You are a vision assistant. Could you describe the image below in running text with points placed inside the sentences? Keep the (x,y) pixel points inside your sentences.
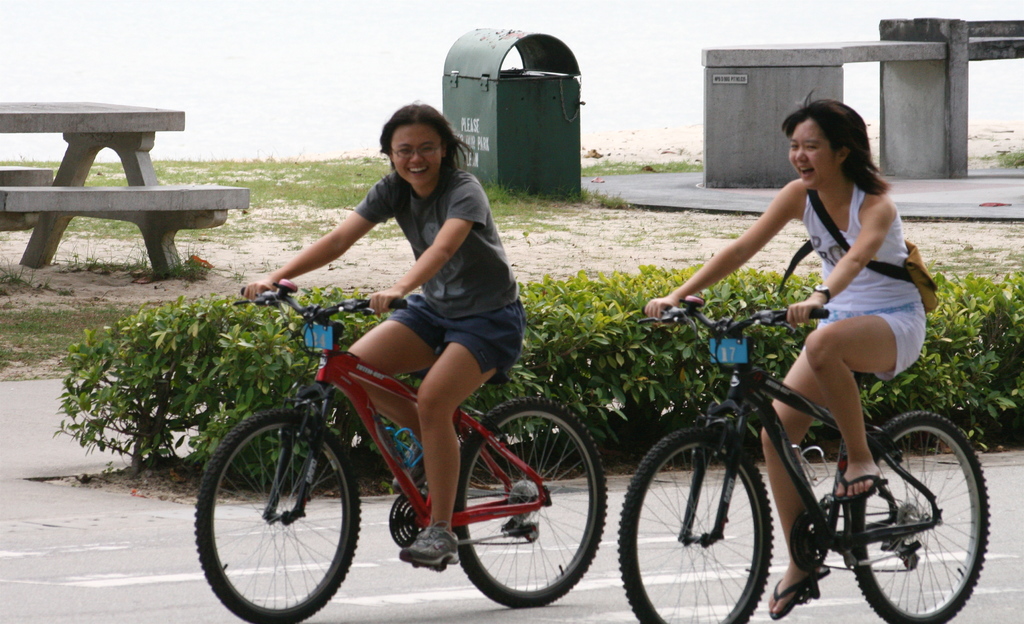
In this picture we can see there are two people (437,287) riding the bicycles (471,493) on the road (412,582). Behind the people (408,206) there are plants (728,305), a bench (81,161), a dustbin (484,122) and an architectural structure (778,55).
